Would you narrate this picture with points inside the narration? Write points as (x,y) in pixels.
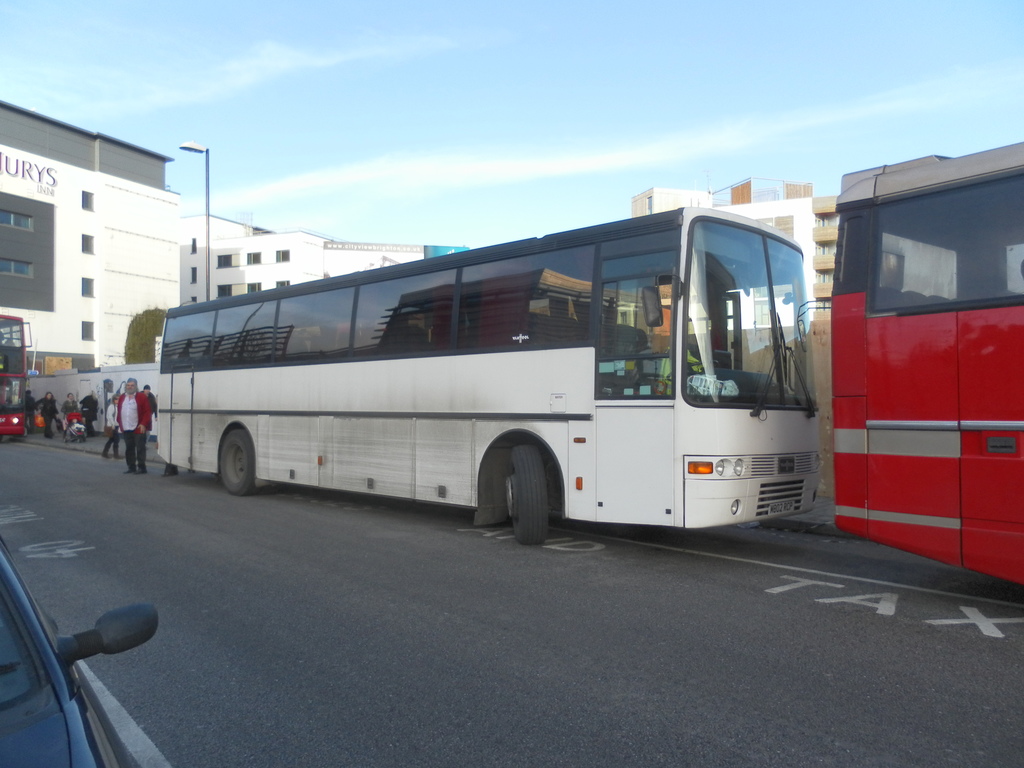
In this image I can see few buildings (92,308), windows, light pole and few people (149,417). I can see few vehicles (204,411) on the road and the sky (551,120) is in blue and white color.
